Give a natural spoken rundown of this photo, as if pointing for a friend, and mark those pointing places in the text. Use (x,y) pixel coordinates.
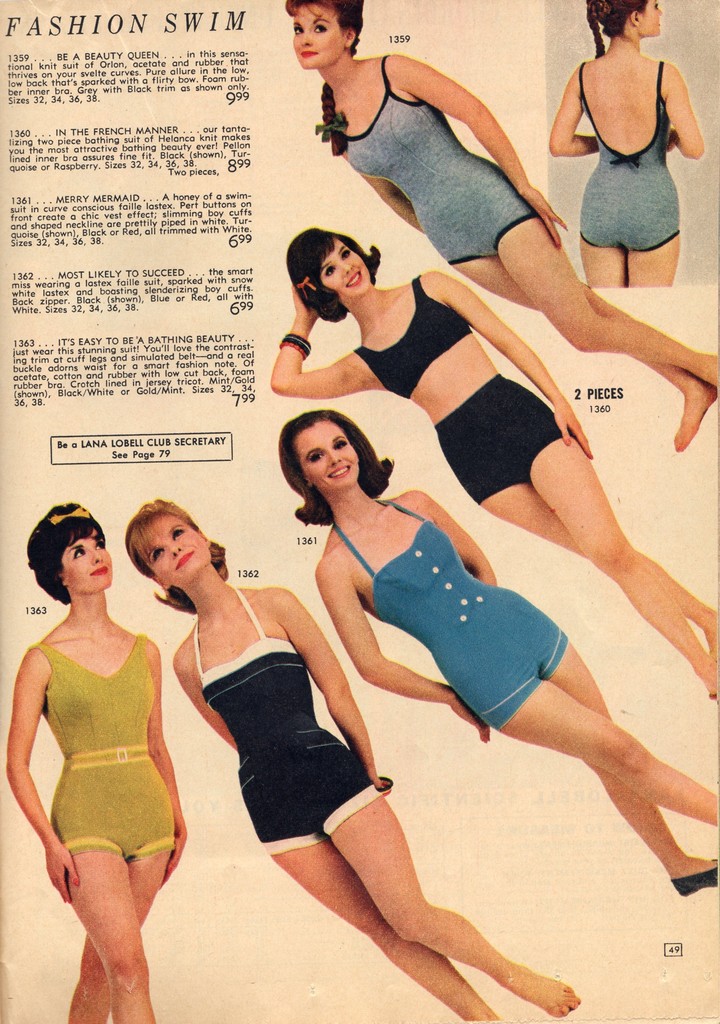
In this picture there are few images (450,611) of women (352,644) wearing different color dresses (428,622) and there is something written in the left top corner (138,212).
